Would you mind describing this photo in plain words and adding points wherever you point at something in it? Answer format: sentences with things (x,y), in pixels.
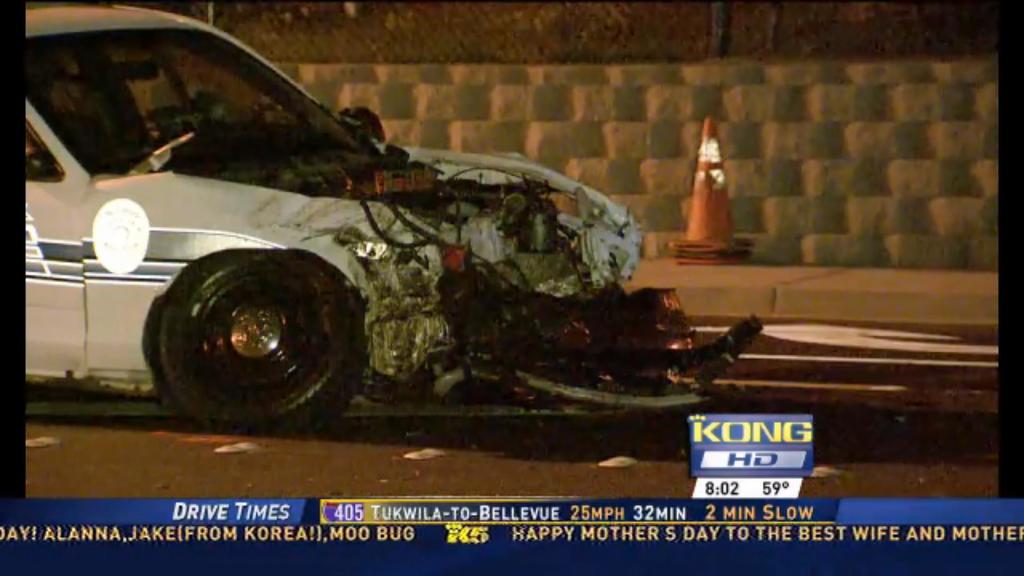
It is a picture of news headlines (307,552), there is a scrapped car (545,246) on the road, behind the car (285,129) there is a wall (676,127) and the headlines (487,534) were being displayed at the bottom of the image (969,525).
